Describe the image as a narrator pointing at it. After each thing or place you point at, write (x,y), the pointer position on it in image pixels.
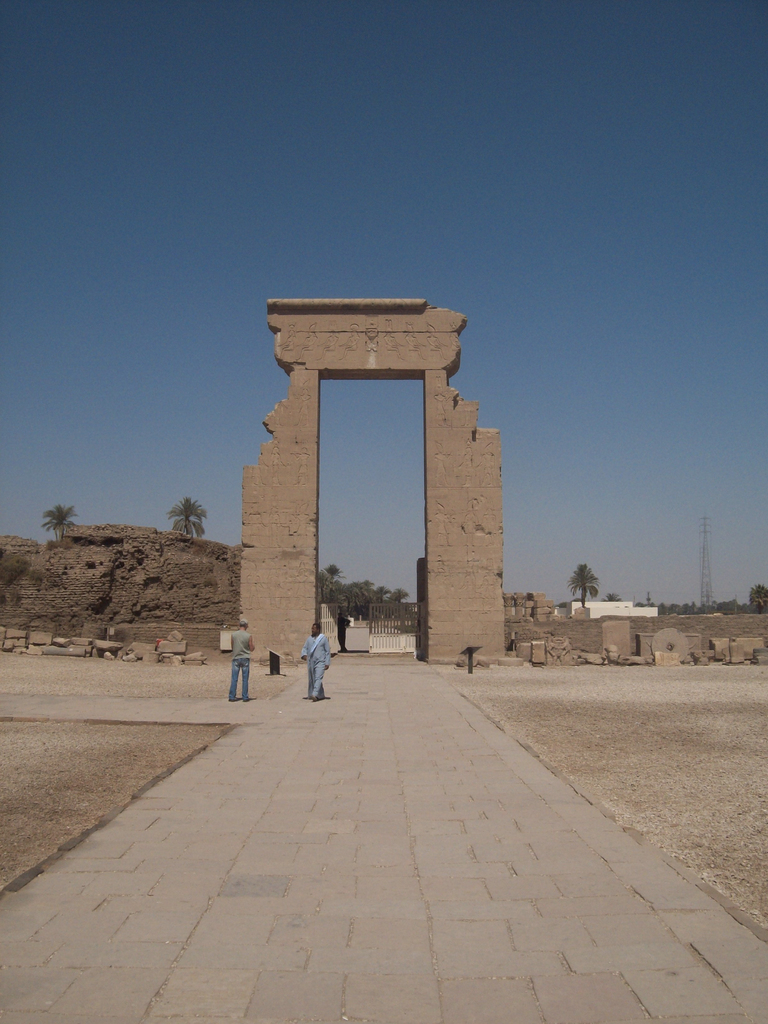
In this image I can see two people (231,693) standing on the road (124,719). In the background (307,553) I can see the arch (260,580). And I can also see many trees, tower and the blue sky (283,209) in the back (255,275).
